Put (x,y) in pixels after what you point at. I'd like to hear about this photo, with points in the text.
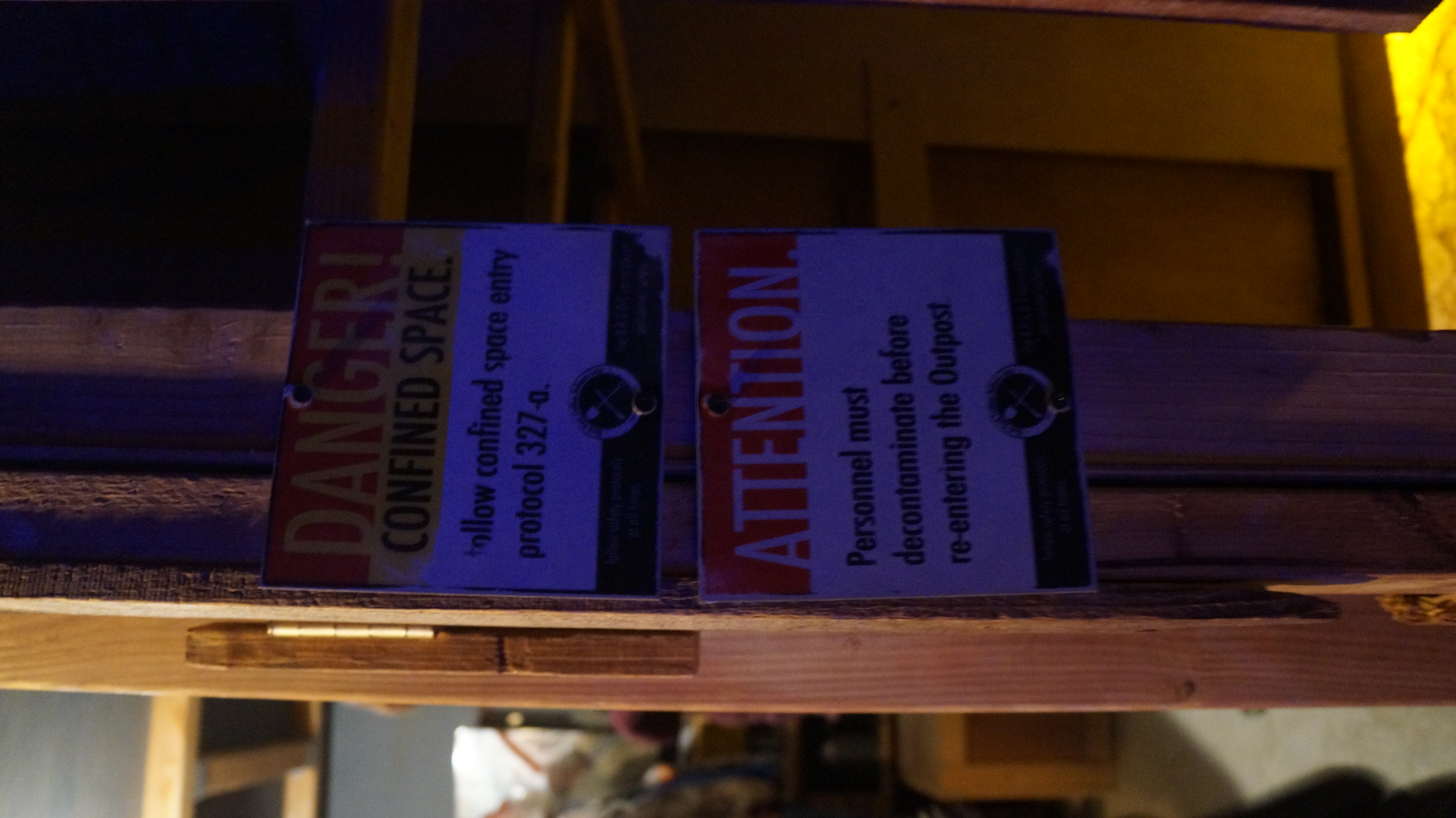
In this image we can see a danger board (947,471) attached to the wooden pole (1360,460). In the background (148,759) we can see the ceiling (56,768) and also the floor (1259,746).
